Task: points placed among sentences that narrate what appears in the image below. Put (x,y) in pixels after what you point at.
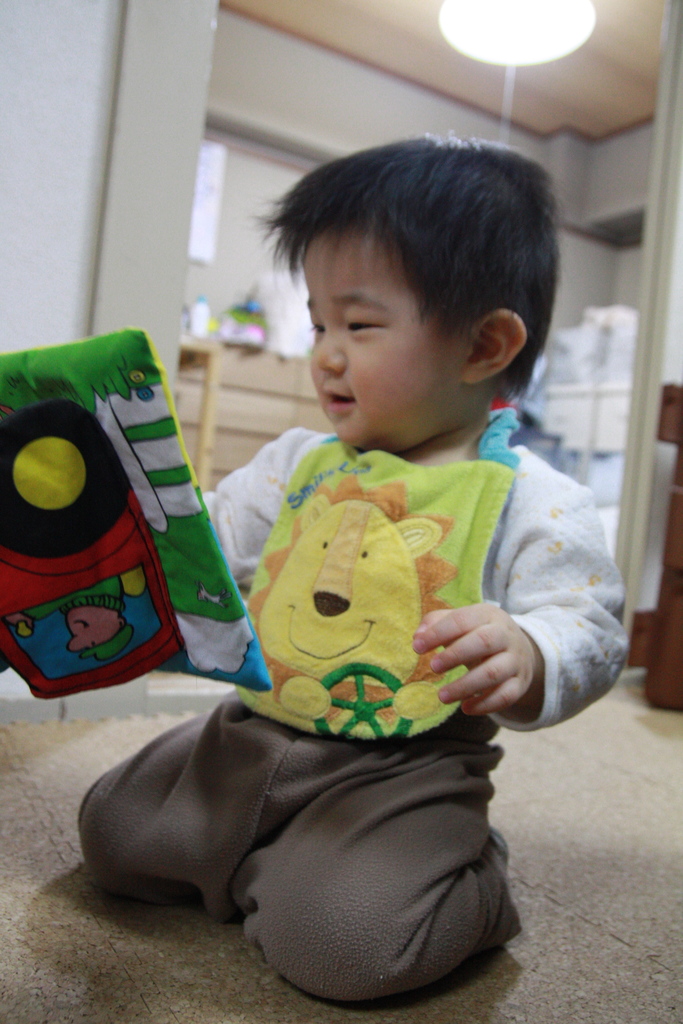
In the center of the image (322,633) we can see one kid (346,601) is sitting and holding some object (12,480). And we can see the kid (331,538) is smiling. In the background (271,248) there is a wall (111,140), roof (394,28), light (531,50), table (211,430), wooden objects (203,435), one banner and a few other objects (621,425).
